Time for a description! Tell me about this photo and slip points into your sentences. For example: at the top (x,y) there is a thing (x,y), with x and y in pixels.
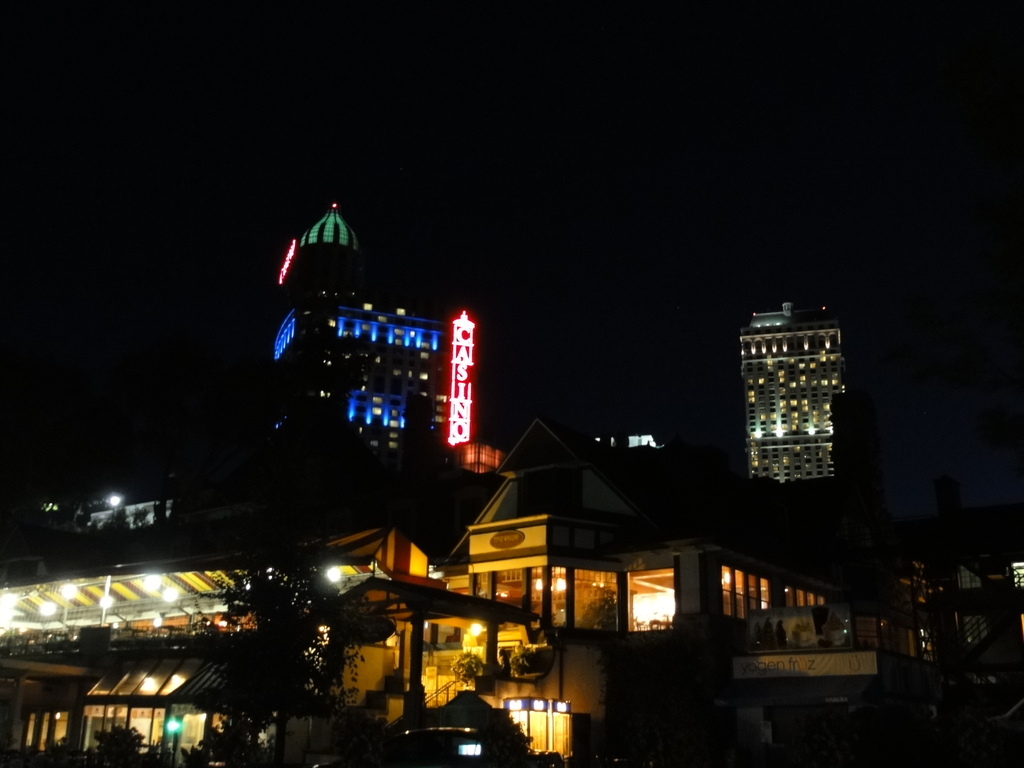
In this picture we can see buildings (538,600), trees (349,609), plants (364,722), and lights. There is a dark background (183,166).
